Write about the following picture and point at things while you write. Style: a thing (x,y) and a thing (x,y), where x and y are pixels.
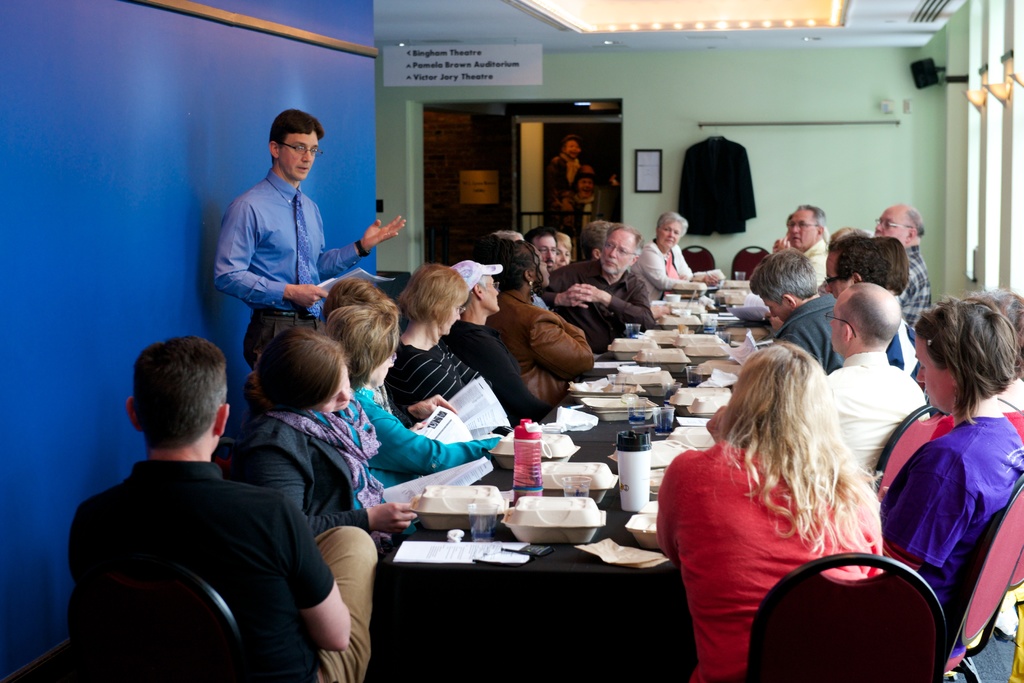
This picture shows the inner view of a building (473,146), some lights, two boards (483,172) with text (477,184), some objects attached to the ceiling (468,21), one shirt (730,150) hanged, some chairs (883,622), some objects (753,124) attached to the wall (923,113), one man (357,251) standing, some people (661,228) sitting on the chairs (928,607), some people (278,313) are holding objects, some objects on the ground (1003,660), one table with black table cloth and some objects (495,546) on the table (524,598).
